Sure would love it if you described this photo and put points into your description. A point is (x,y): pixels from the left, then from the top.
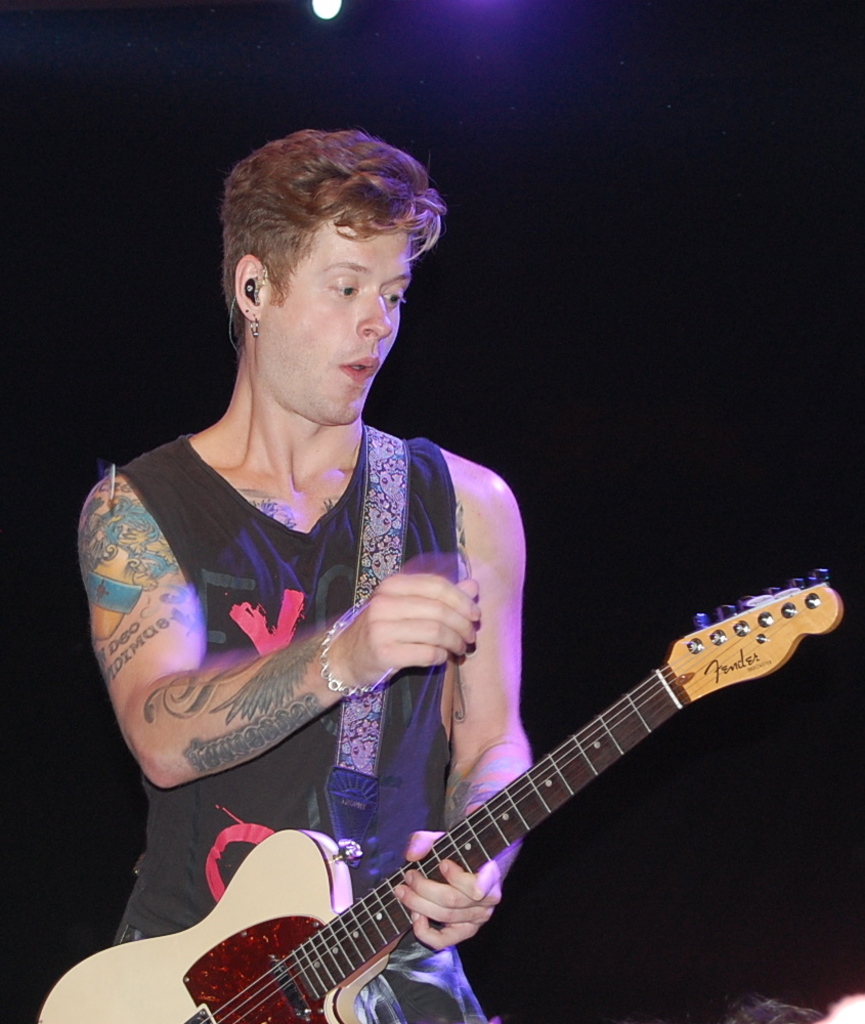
There is a man (142,667). He is a holding a guitar (244,1009) in his hand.
